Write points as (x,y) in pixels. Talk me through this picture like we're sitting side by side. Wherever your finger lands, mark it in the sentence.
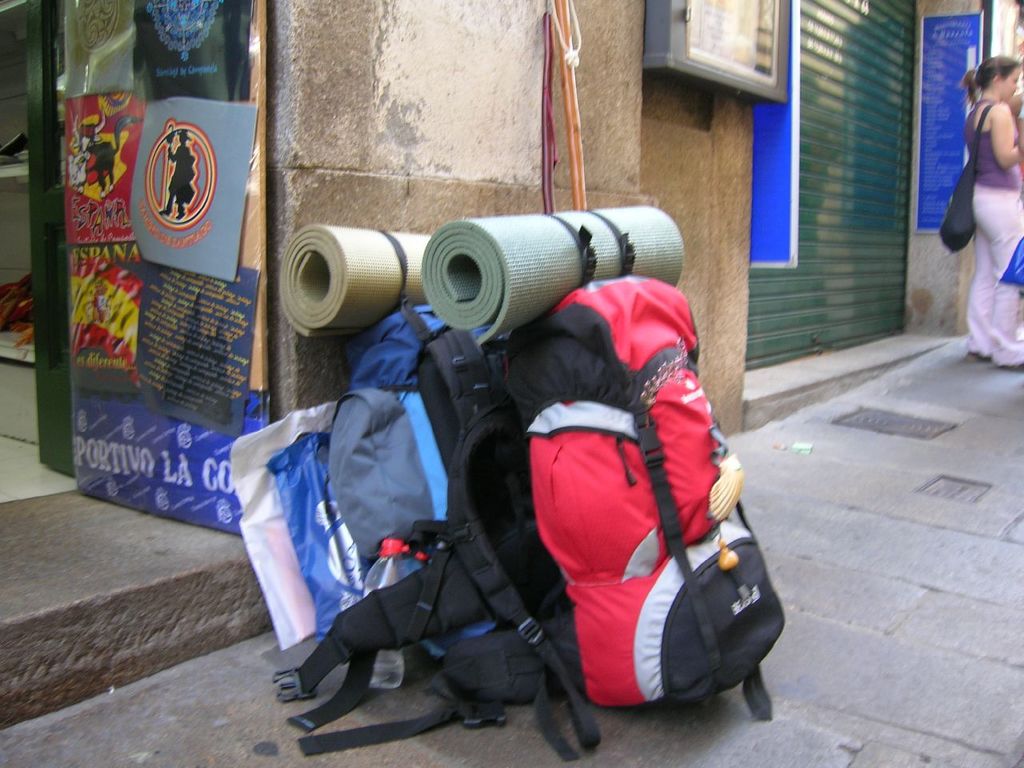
The image is taken in the city (937,751). In the image we can see a few luggage bags (480,478) and a cover (325,525) and two mat (345,267) on it. On right side (986,149) there is a woman (988,159) who is wearing shoulder bag (967,223) and standing, we can also see blue color hoardings (962,56). On left side (129,332) we can see a hoarding (136,443) and a door (59,267) which is opened.
